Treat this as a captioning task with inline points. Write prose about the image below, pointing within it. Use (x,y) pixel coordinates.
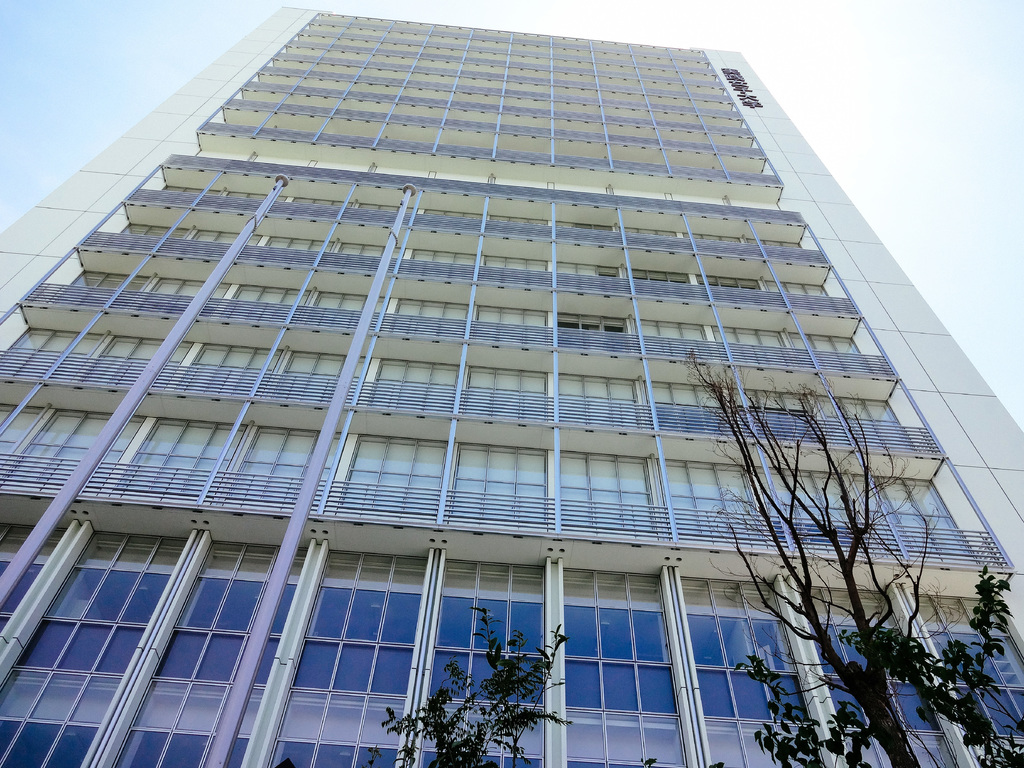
In this image in the center (530,434) there is a building (573,624), and at the bottom of the image (897,668) there are some trees (843,668). And on the building (732,268) there is some text (732,72), and at the top (152,101) there is sky (80,94).
